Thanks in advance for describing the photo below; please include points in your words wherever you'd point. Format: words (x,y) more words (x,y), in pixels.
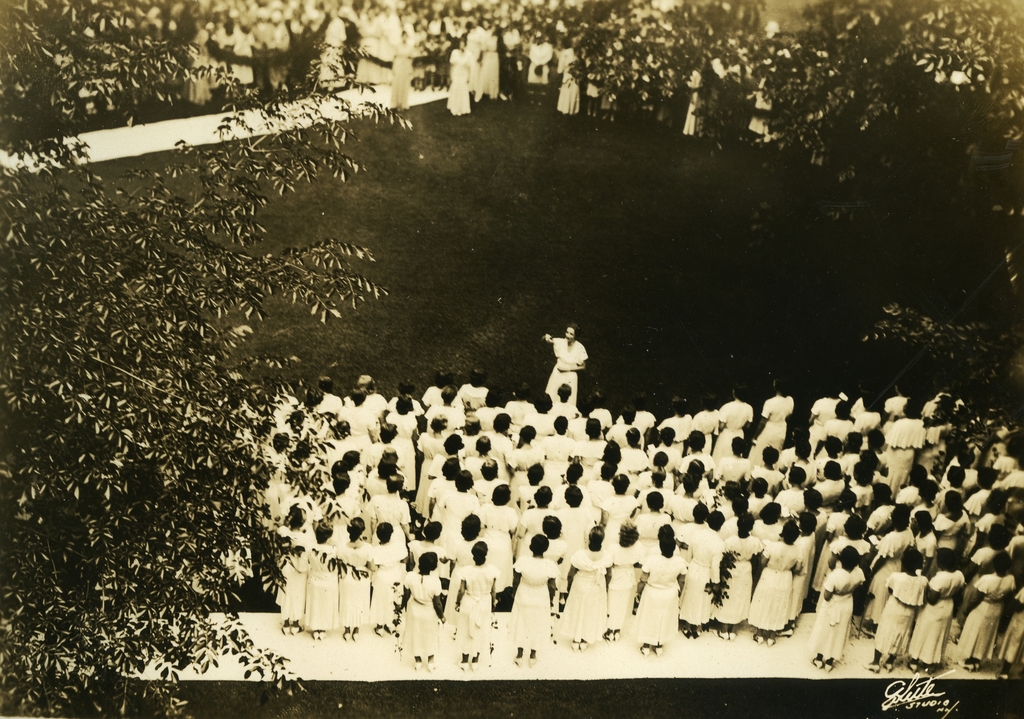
This is a black and white picture in which we can see a group of people (399,463) standing on the ground (634,311). We can also see grass (606,324) and trees (188,306).
